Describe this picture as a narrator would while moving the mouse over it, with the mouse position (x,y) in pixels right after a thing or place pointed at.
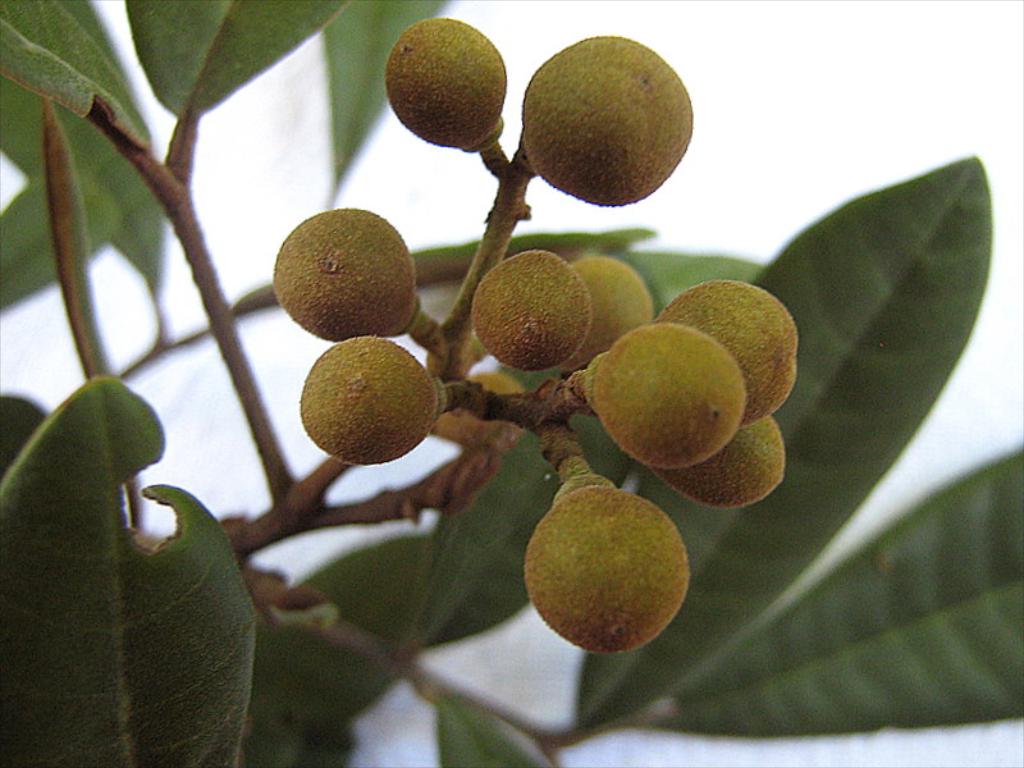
In this image there is a fruit (496,350) on the plant (487,434) which is in the center (534,274) and the sky (712,129) is cloudy.
